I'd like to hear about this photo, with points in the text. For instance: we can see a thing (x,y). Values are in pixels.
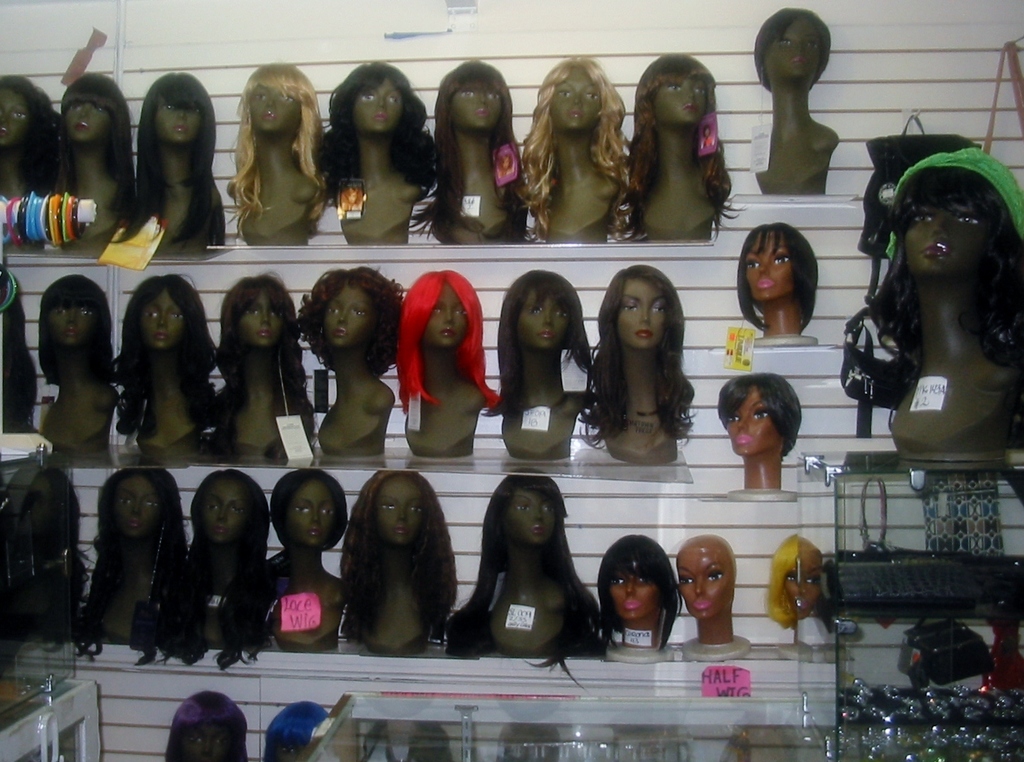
In these racks (553,257) we can see mannequins (952,314). These are tags (925,403).
